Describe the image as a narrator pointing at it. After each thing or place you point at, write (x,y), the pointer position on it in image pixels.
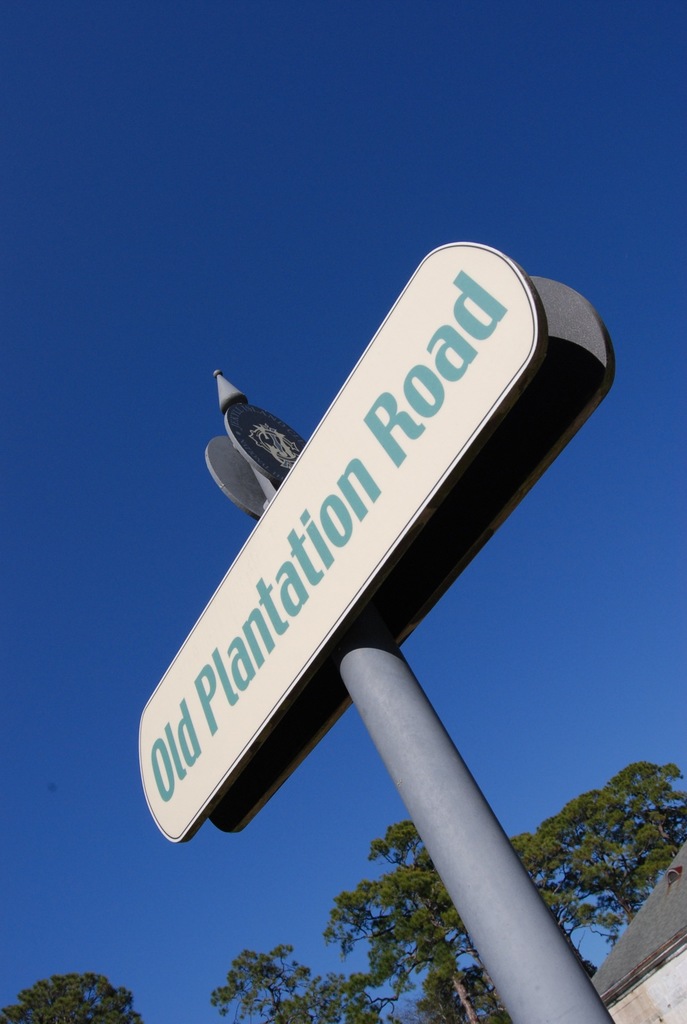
Here I can see a pole (369,717) to which two boards (437,452) are attached. On the board (291,559), I can see some text (457,341). At the bottom (285,1009) there are some trees (434,961) and a house (649,916). In the background (410,211), I can see the sky (237,220).
